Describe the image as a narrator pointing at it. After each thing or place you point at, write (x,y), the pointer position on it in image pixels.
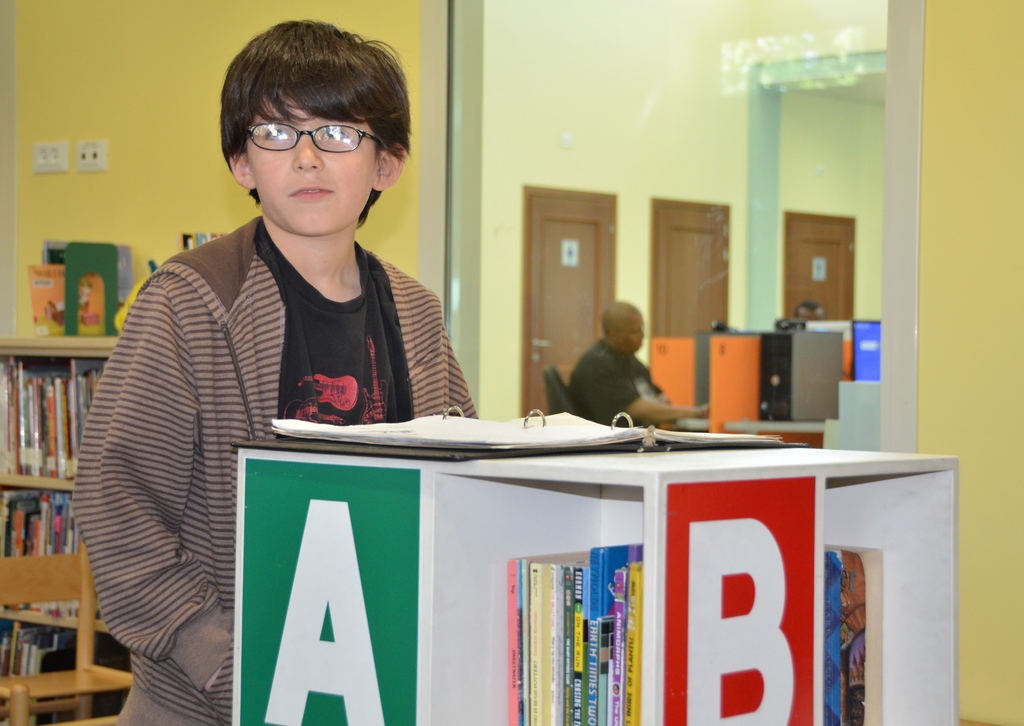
In this image, There is a table (678,524) of white color in that table (386,546) there are some books (588,601) kept in that table (600,476), There is a boy (314,381) standing behind the table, In the background (95,77) there is yellow color wall (115,94) and there is a rack (50,482) in that some book (39,436) are kept, There is chair (46,589) in yellow color, In the right side (770,394) there is a glass window (815,330) and in that there is a person (634,364) sitting on the chair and there are three brown color doors (681,260).
